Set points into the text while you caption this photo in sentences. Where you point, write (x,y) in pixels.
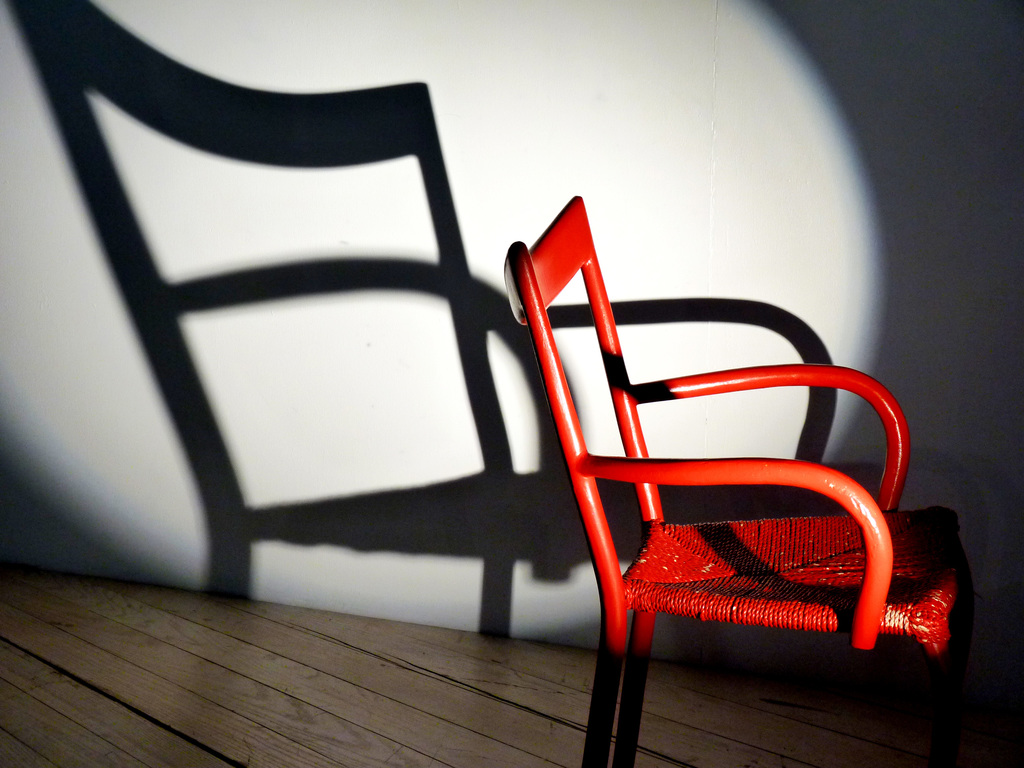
In the background (818,39) we can see a wall (408,148) and this is a shadow (554,535) of a chair (743,549). This is a chair (742,562) in red color on the floor (534,702).
